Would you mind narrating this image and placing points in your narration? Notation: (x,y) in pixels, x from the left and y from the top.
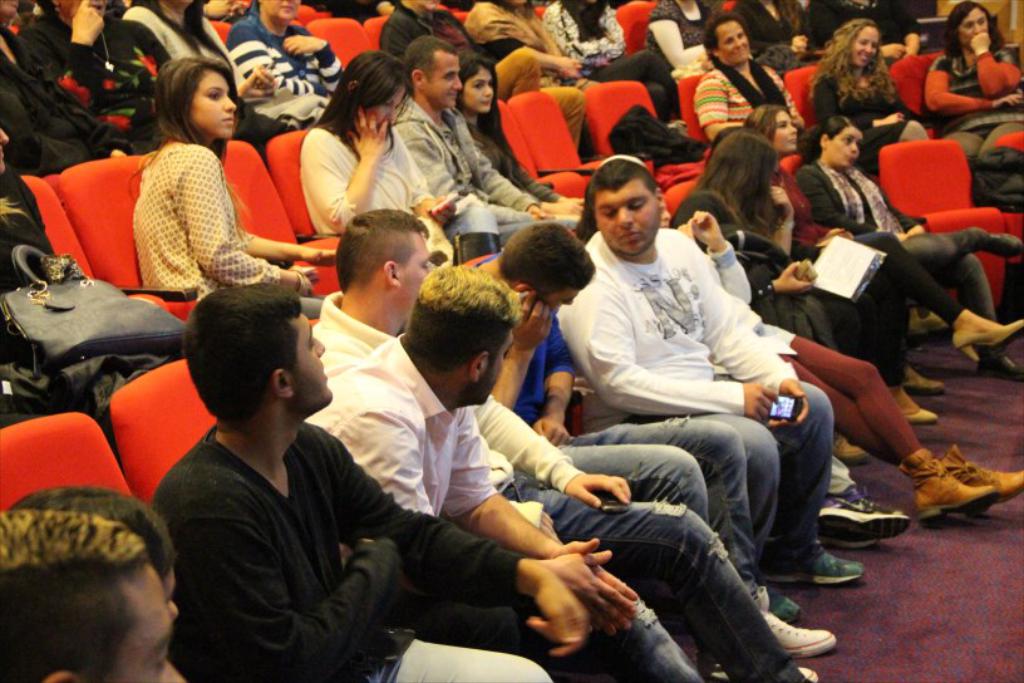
In this picture I can observe some people (176,249) sitting in the chairs (516,130). There are men (371,357) and women (377,152) in this picture. The chairs (165,407) are in red color.
